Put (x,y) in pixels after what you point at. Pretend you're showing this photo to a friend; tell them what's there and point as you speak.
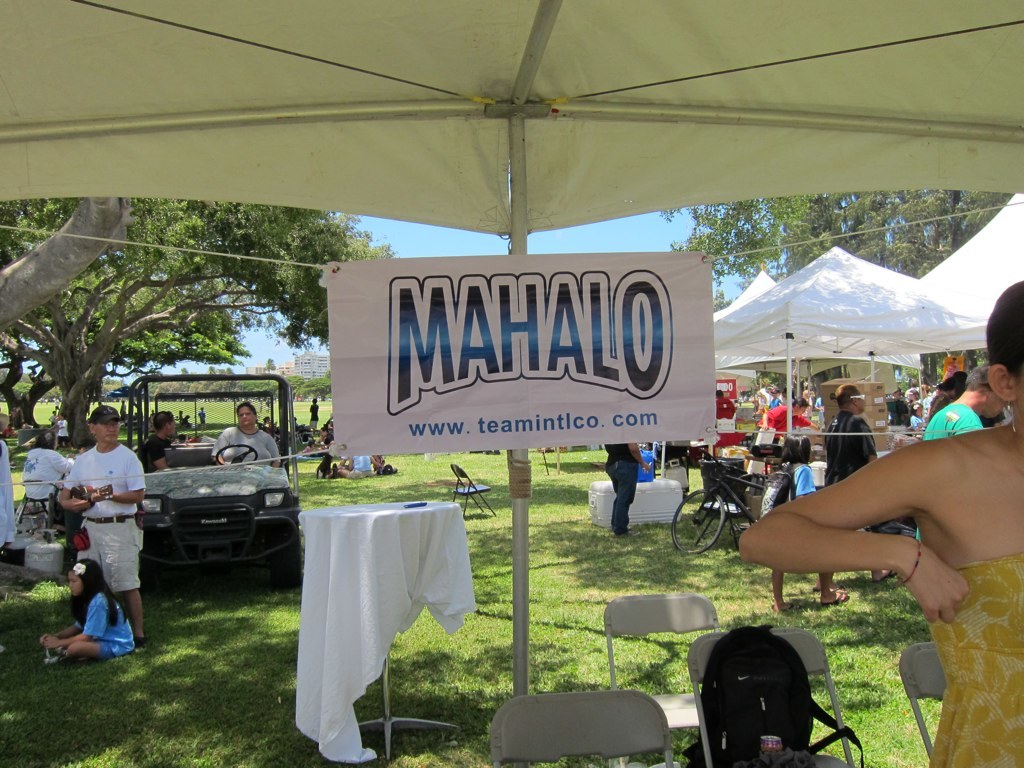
In the foreground (512,599) I can see chairs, tables (348,654), tents (755,315), boards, a vehicle (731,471) and a crowd (49,440) on the grass (583,516). In the background (359,224) I can see trees (717,208), buildings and the sky (660,226). This image is taken may be during a day.
